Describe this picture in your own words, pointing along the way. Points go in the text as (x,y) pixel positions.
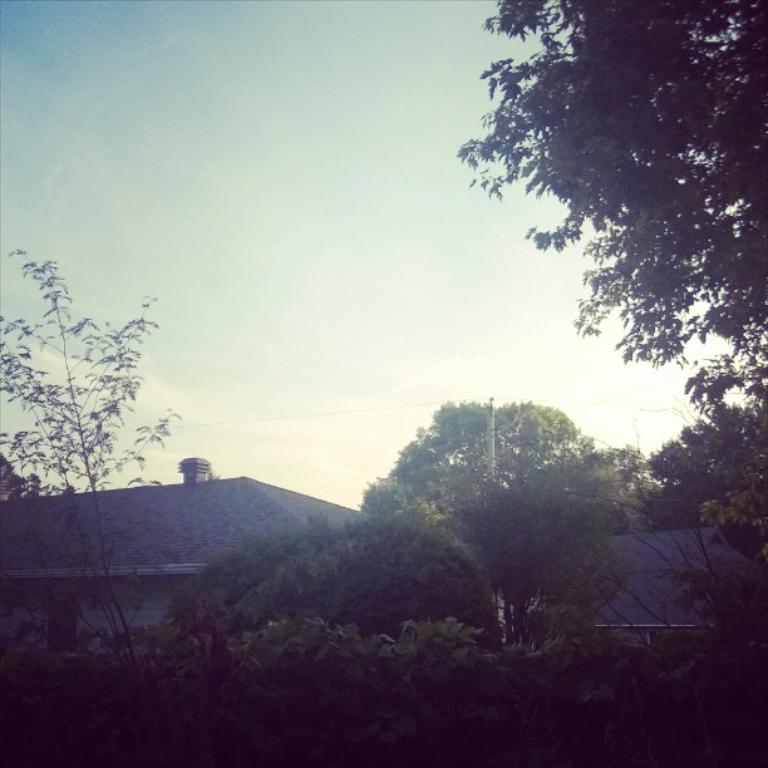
In this picture I can see trees (432,576). I can see the roofs (171,505) of the houses (303,495). I can see clouds (267,251) in the sky (242,206).
